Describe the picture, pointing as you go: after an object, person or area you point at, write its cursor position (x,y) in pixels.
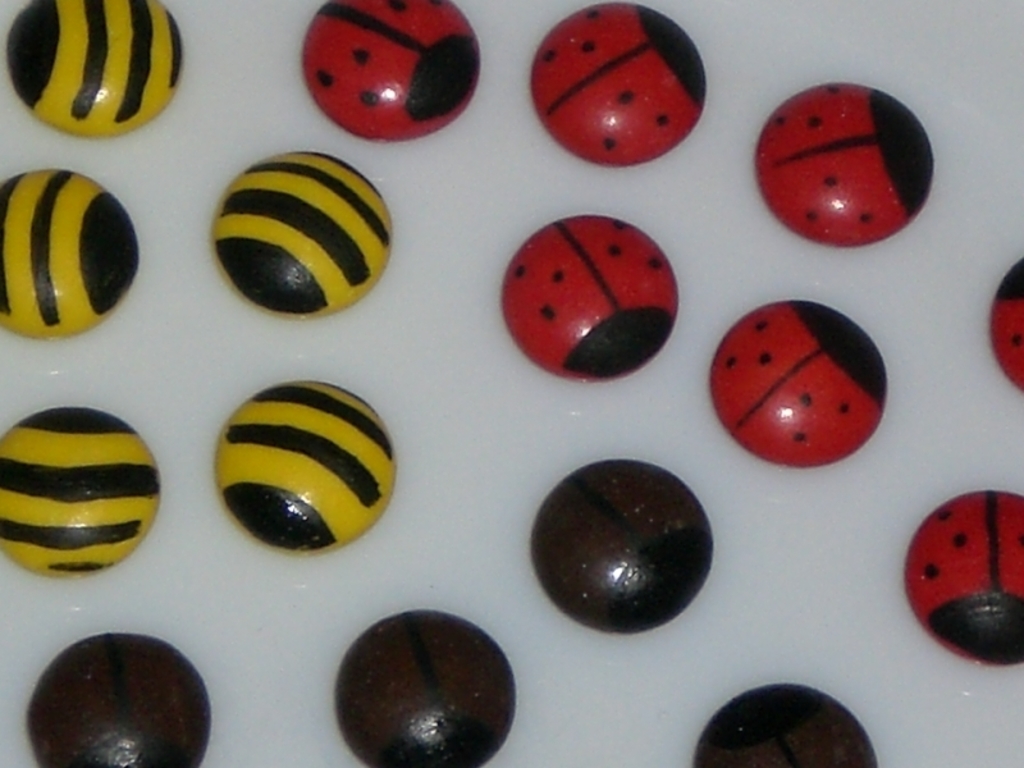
There are toffees (120,205) in different colors arranged on a surface (817,272). And the background (93,611) is white in color.
